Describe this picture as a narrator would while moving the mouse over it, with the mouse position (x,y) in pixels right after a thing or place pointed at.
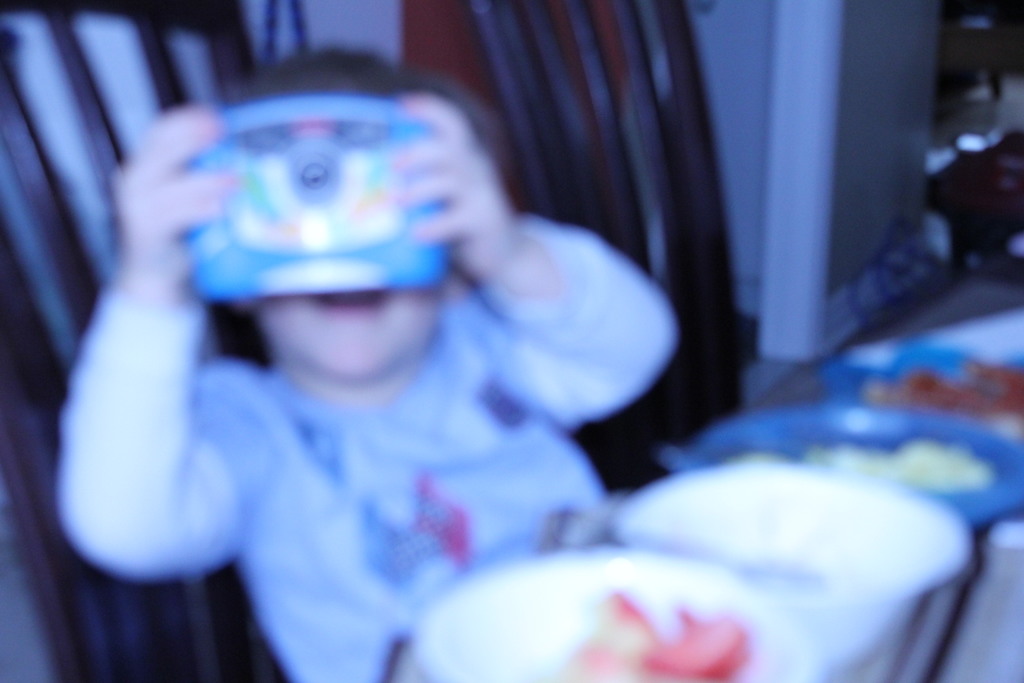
In this image we can see the kid (225,367) holding an object (291,171) and sitting on the chair (224,675) in front of the table (920,675) and on the table (954,641) we can see the plates (860,377) of food items (857,457). We can also see the empty chair (685,271) and the image is blurred.
